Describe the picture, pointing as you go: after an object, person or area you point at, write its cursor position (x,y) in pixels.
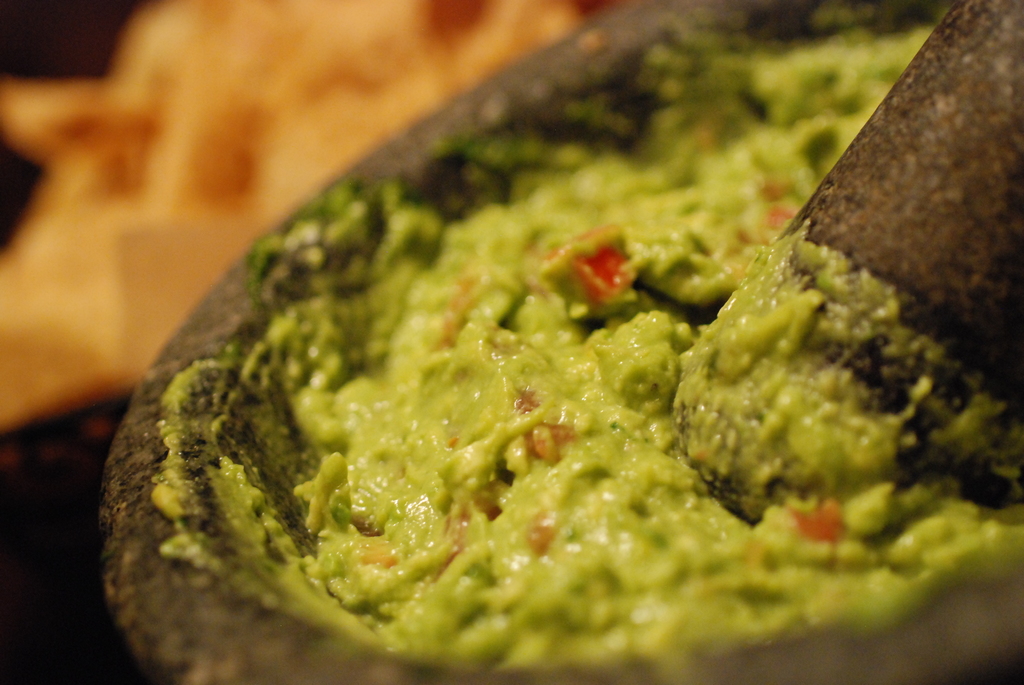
In this image, this looks like a food item (545,336), which is green in color. This looks like a grinding stone (402,172). The background (155,129) looks blurry.
